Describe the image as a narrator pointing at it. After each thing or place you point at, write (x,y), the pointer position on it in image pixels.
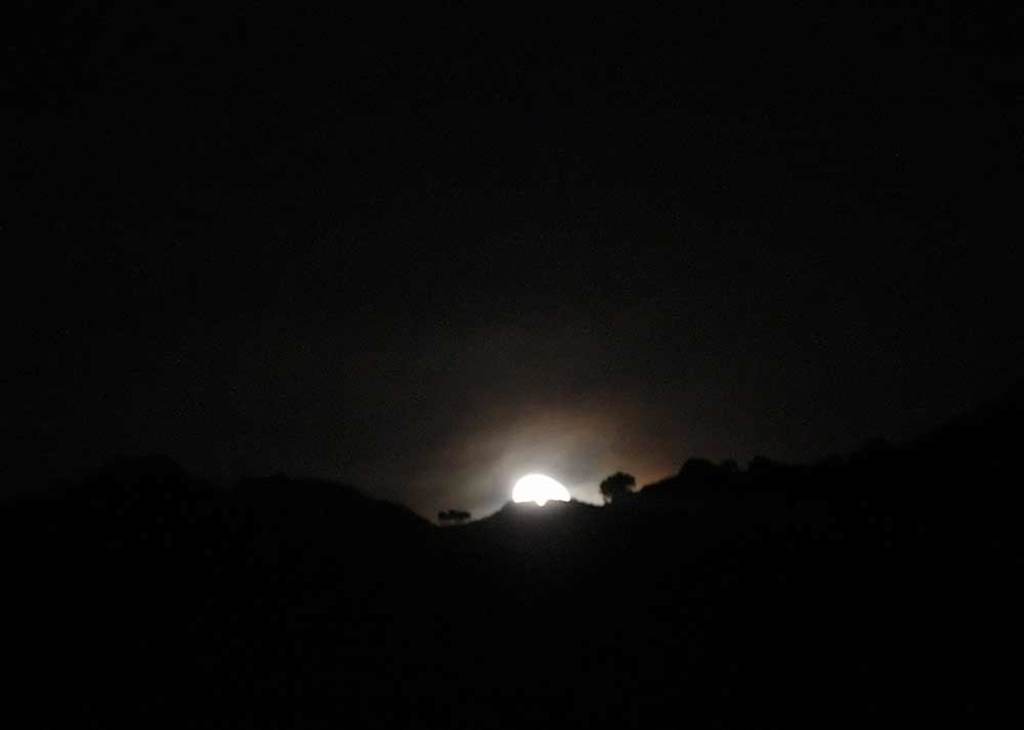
In this picture It Looks like hill (486,561) and trees (449,515) and I can see moon (540,483) in the sky (557,424) and I can see dark background (877,309).
